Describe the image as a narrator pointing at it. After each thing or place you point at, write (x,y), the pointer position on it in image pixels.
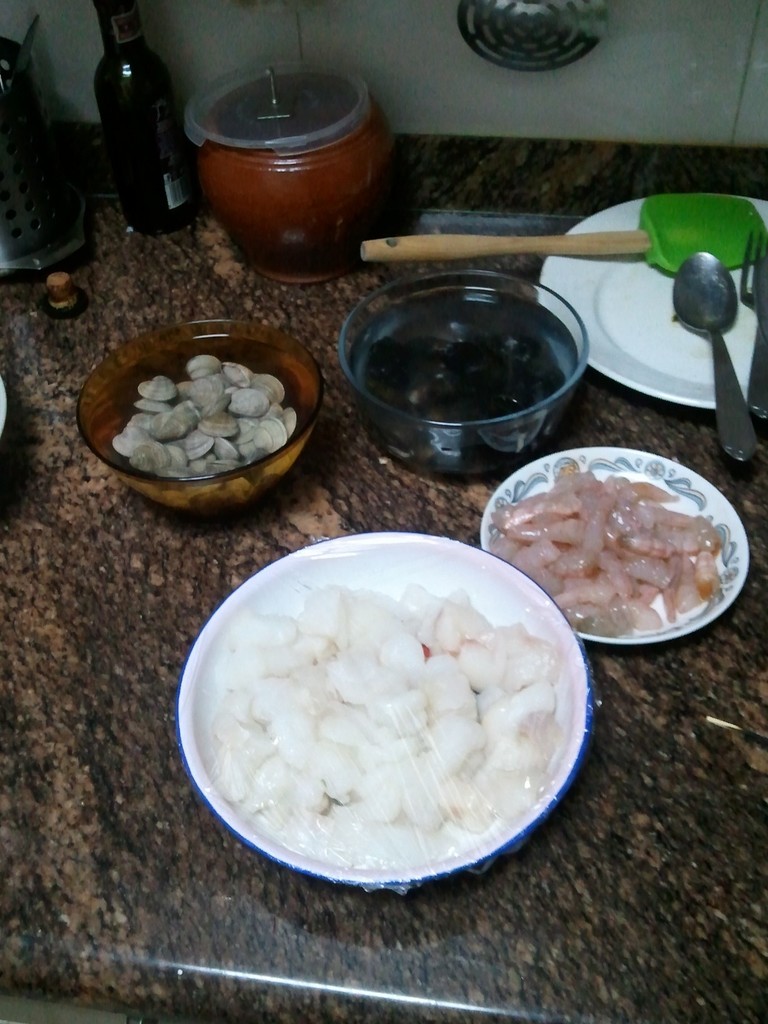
In this image I can see bowl (403,409), plates (688,611), spatula (686,240), spoons (700,321), bottle (155,86) and food items (584,486) kept on the table (369,970). In the background (619,100) I can see a wall (650,23). This image is taken may be in a room (236,505).
